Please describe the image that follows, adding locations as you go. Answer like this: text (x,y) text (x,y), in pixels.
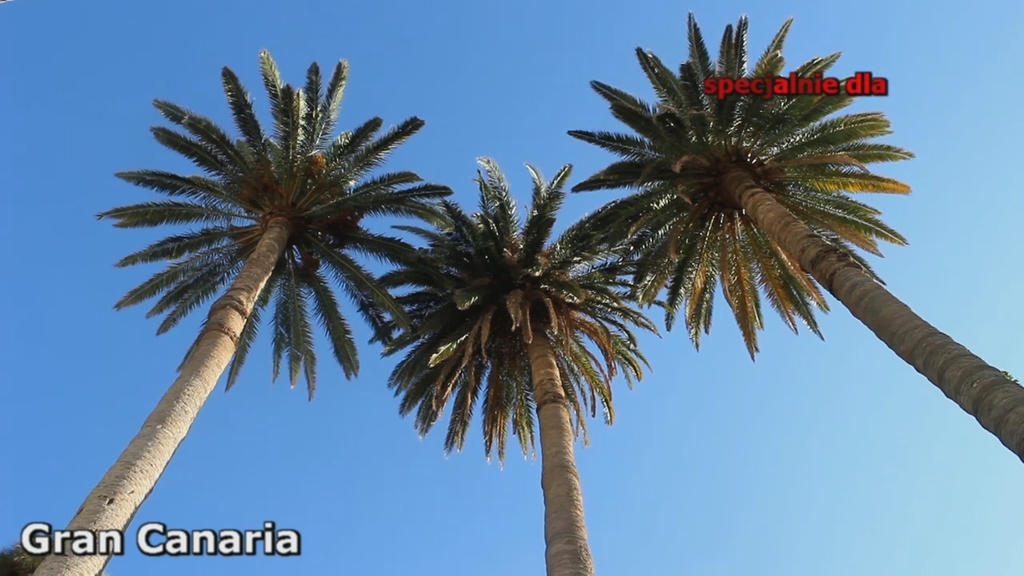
In the image there are three palm trees (712,294) in the front (859,175) and above is sky (369,502).
